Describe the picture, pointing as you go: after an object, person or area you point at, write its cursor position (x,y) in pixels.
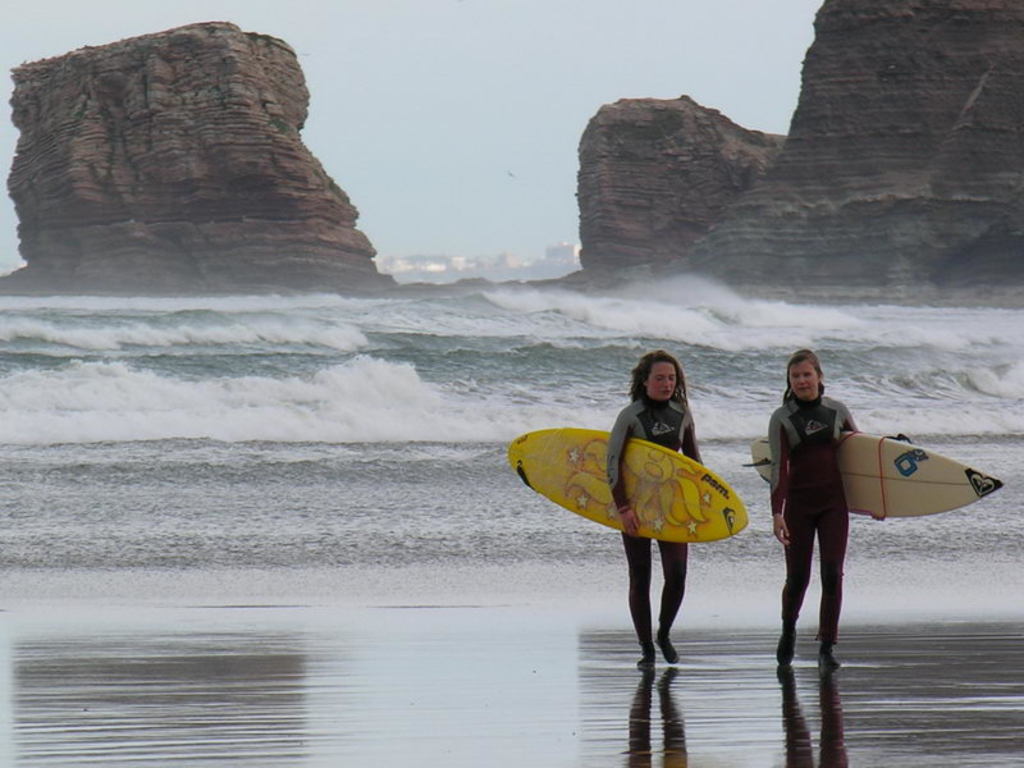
As we can see in the image there is a sky (495,71), water (250,348) and two people (660,426) walking and holding yellow and white color surfboards (663,484).
